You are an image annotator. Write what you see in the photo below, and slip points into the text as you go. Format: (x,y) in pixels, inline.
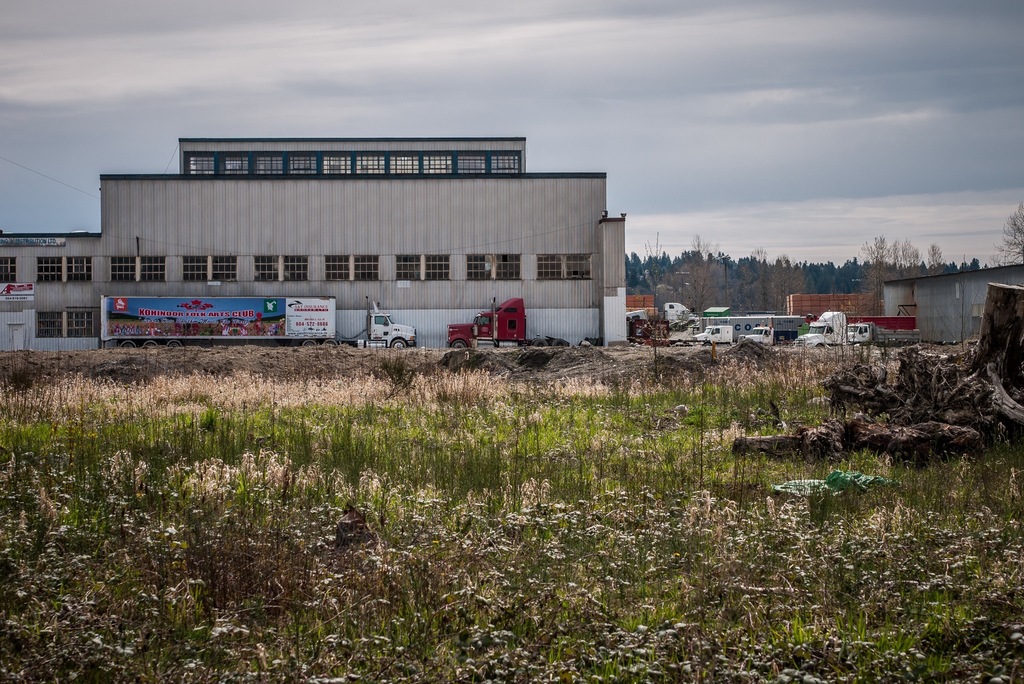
In the foreground of the image (717,592) we can see small plants (350,624) and grass (493,581). In the middle of the image (454,320) we can see trucks (333,330), car (768,336), a building (543,262) and some trees (776,276). On the top of the image (426,89) we can see the sky (378,64).
